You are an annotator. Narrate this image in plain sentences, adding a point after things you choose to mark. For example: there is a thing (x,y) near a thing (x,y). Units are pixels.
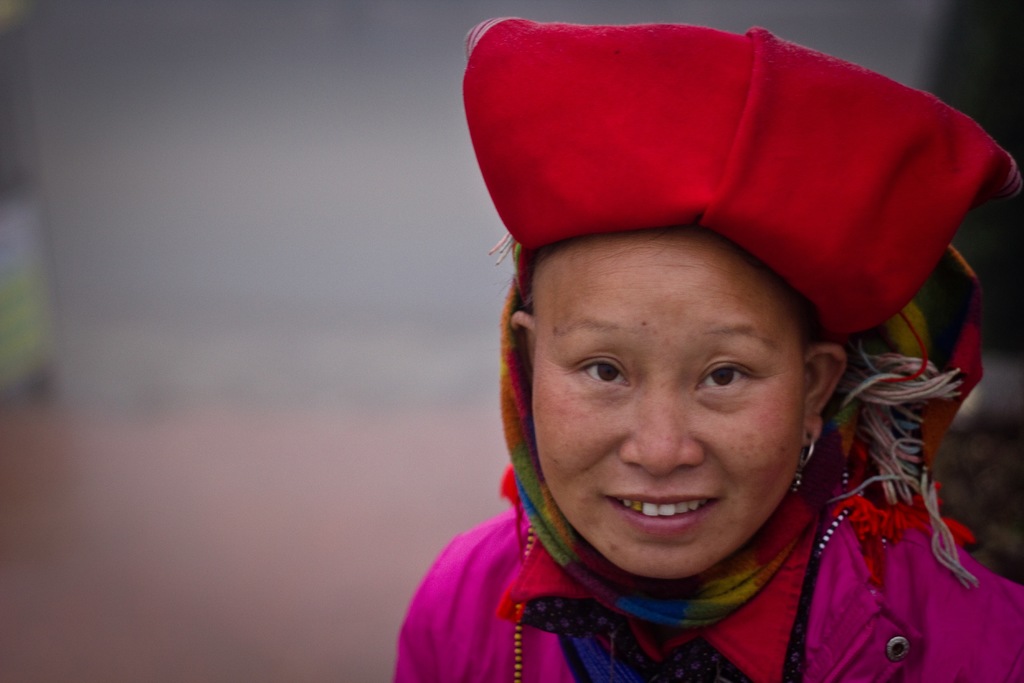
In this image in front (463,579) there is a person (569,328) wearing a smile on her face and the background of the image (83,159) is blur.
